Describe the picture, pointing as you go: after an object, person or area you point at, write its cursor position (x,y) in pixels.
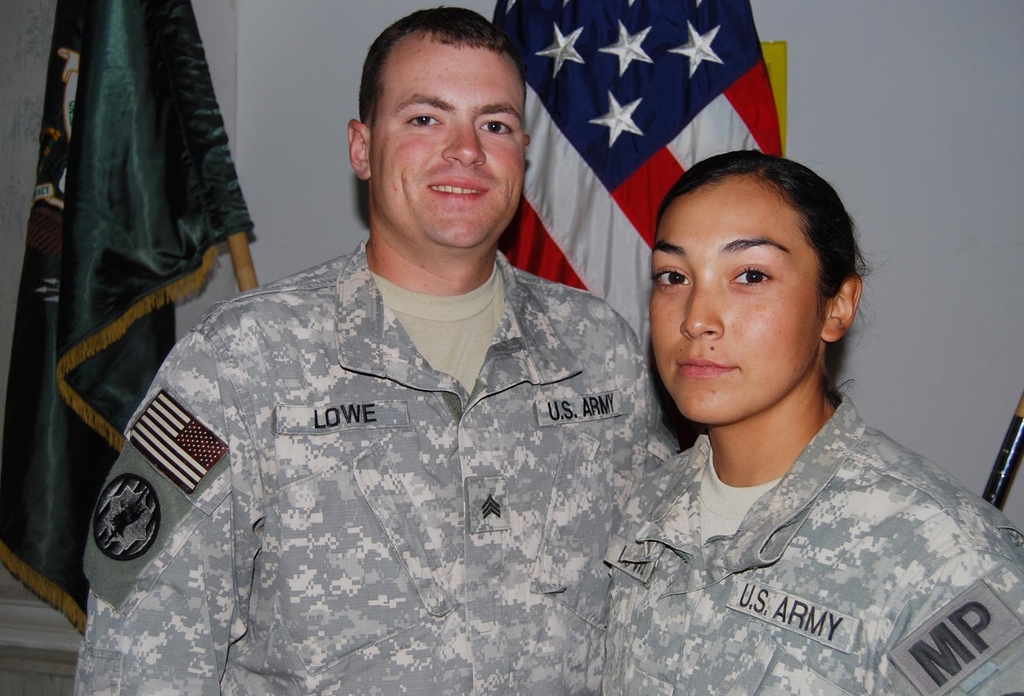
In this image there are two persons (534,483) with uniform (489,448), behind them there are few flags (65,159) and the wall (851,47).
